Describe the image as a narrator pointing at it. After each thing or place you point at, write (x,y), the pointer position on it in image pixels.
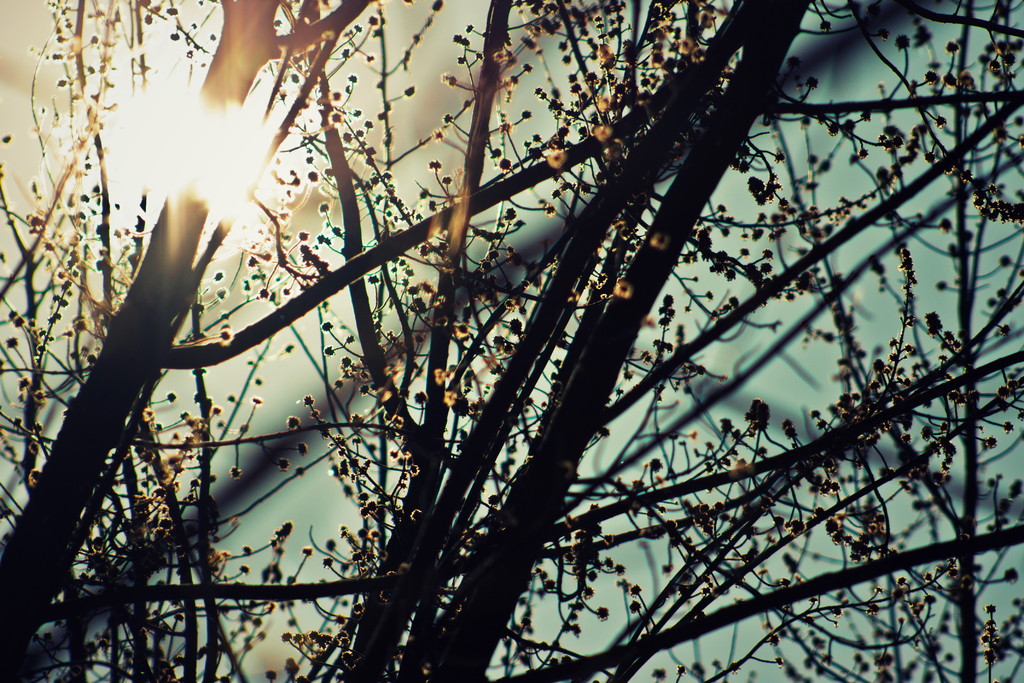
In this image I can see trees (453,431) and a sunlight (282,175). This image is taken may be during a day.
